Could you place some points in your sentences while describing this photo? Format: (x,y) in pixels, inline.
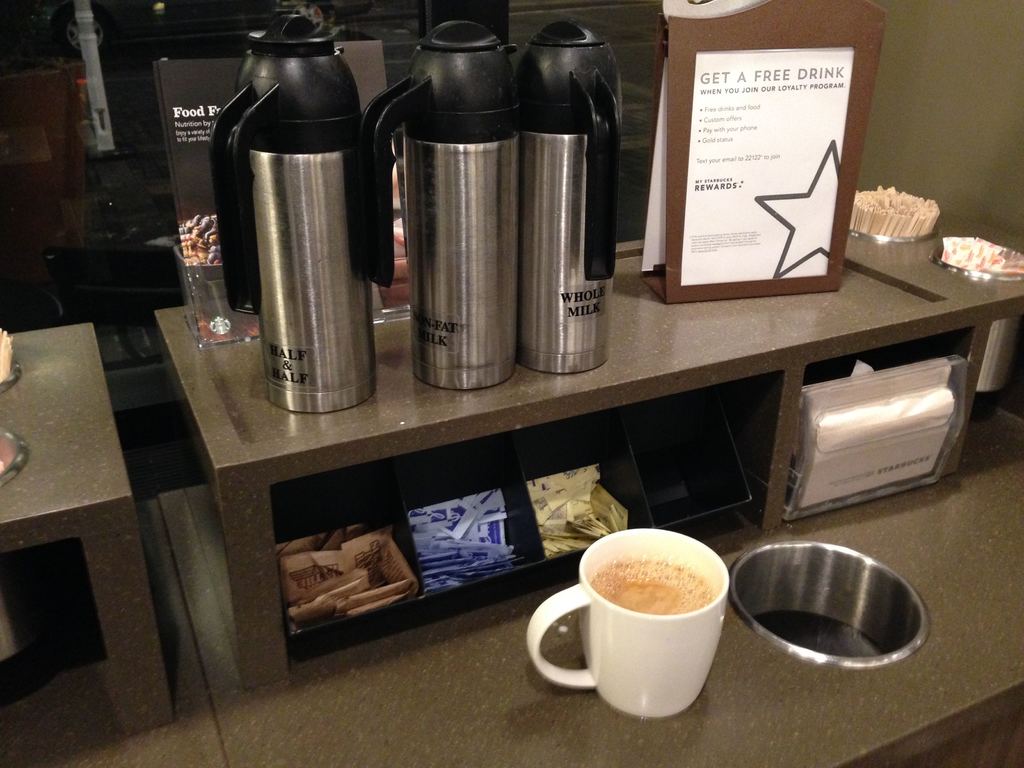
In this image I can see milk carafes (431,294) and some other objects (810,169). Here I can see a white color cup (688,677) and other objects (544,504).
